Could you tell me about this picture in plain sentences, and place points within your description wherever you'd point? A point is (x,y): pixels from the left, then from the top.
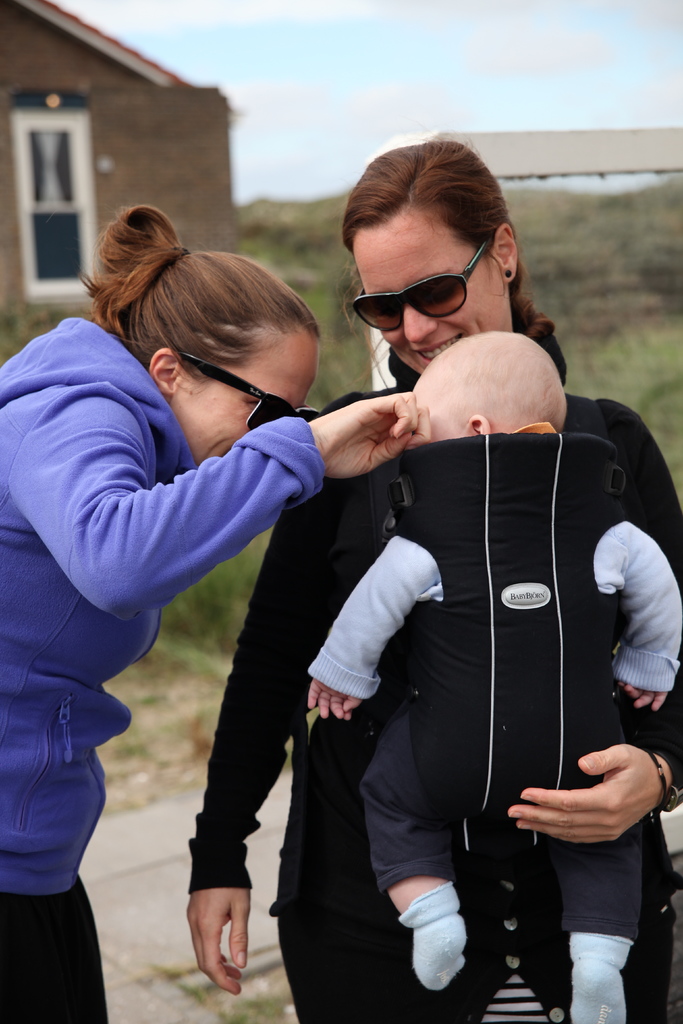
This image is clicked outside. There are 3 persons (377,600) in this image. Two are women (349,565), one is a kid (646,653). There are houses (27,181) at the top (60,242). There are bushes (628,348) in the middle (329,398). There is sky (309,27) at the top (235,146).
